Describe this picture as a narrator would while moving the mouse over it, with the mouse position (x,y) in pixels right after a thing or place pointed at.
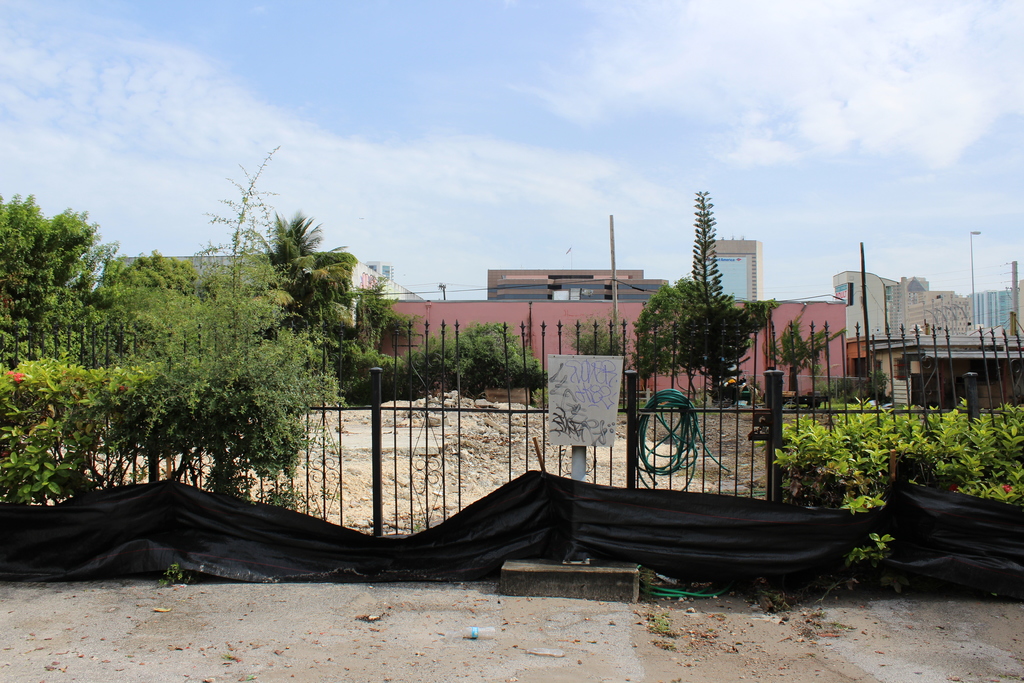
There is a fence (323,496), a black color cloth (537,533) and plants (182,385) are present at the bottom of this image (877,474), and there are buildings (858,317) in the background (849,307). The cloudy blue sky (460,205) is at the top of this image (515,164).
